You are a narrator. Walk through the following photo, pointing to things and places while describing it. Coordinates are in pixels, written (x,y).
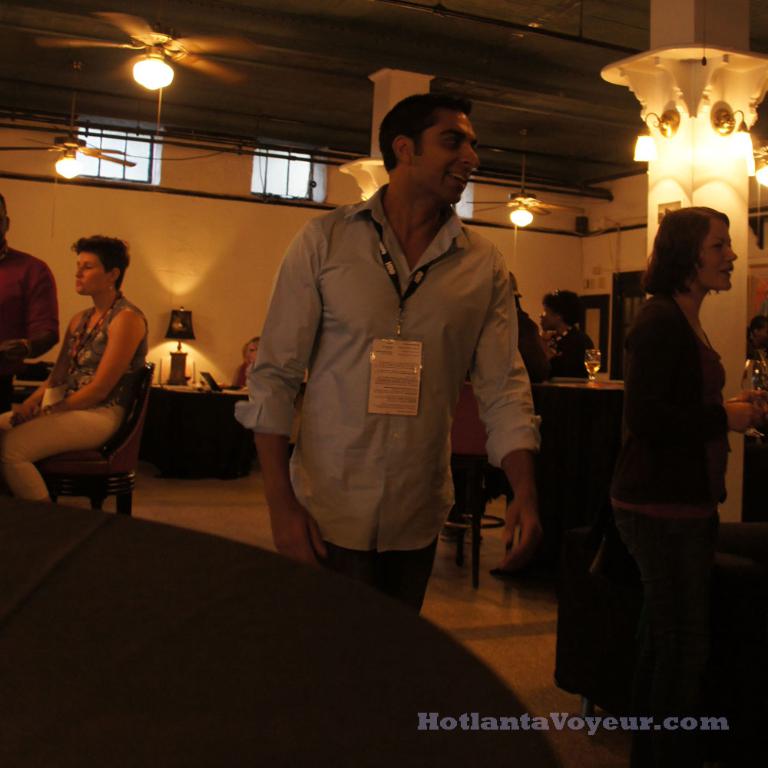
There is a person (442,166) standing in the center (282,446) and looks like he is smiling. There is a woman (651,755) on the right side (767,397) and she is also smiling. There is a woman (11,475) sitting on this chair (101,457) and she is on the left side (98,472). This is a roof (336,62) with lighting arrangement (177,48).
